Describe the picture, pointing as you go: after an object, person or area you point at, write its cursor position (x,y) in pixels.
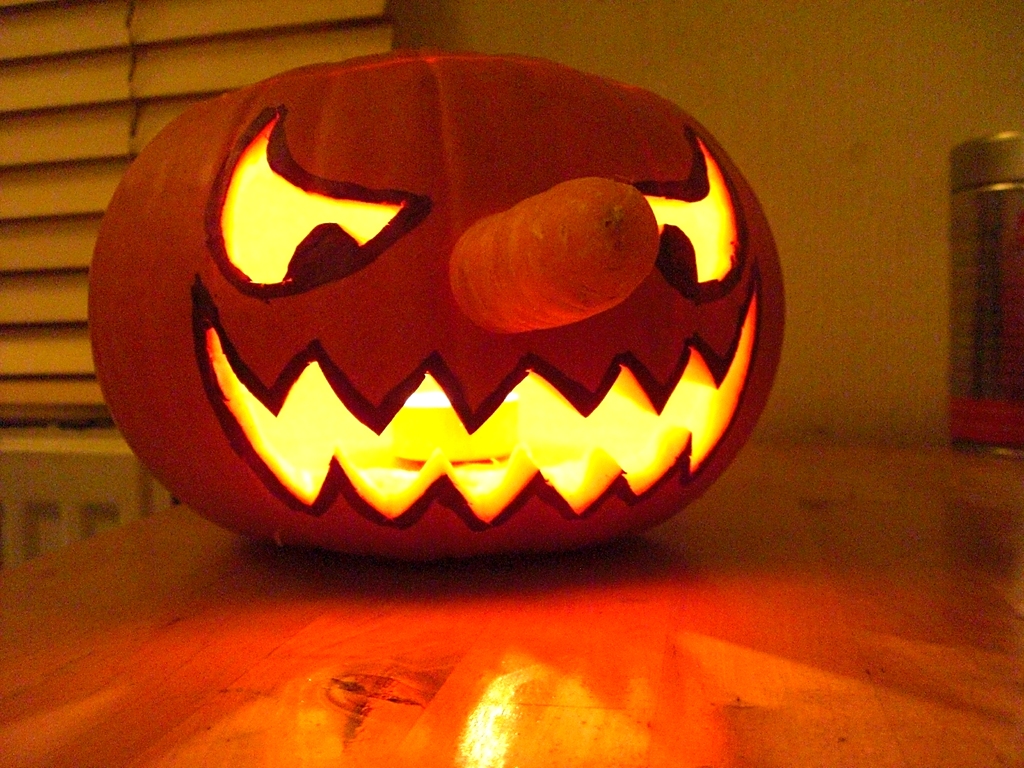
In this picture we can see a pumpkin (444,307) on a platform (751,647) and in the background (872,307) we can see a wall (861,340) and some objects (1009,160).
